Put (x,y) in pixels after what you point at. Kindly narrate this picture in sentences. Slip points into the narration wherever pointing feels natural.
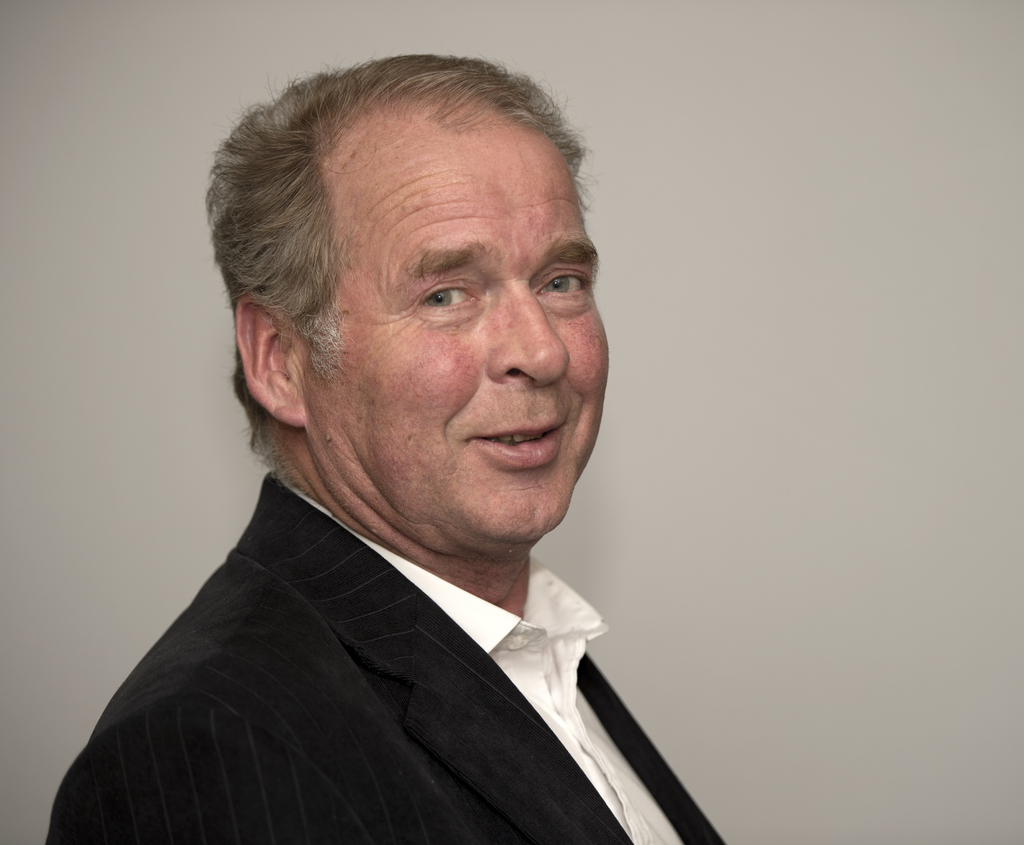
In this image there is a man (481,466) towards the bottom of the image (489,657), he is wearing a suit (383,672), he is wearing a shirt (550,678), at the background of the image (751,436) there is a wall (287,21), the background of the image (189,103) is white in color.
